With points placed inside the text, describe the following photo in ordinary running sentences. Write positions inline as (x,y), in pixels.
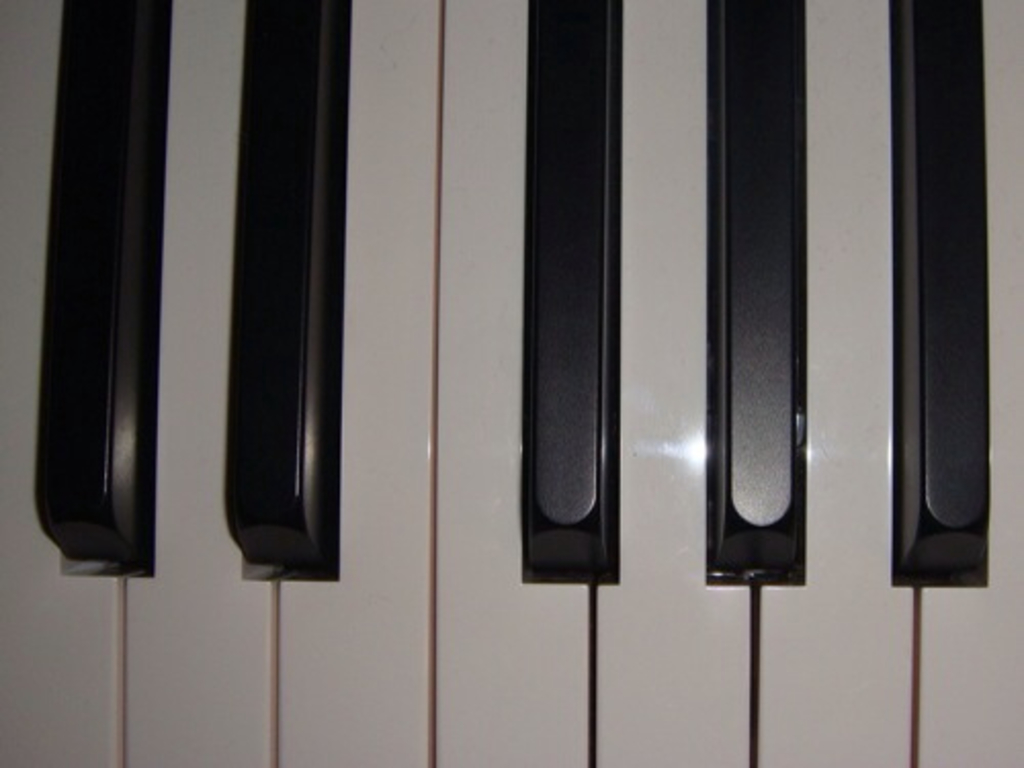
There are keys (378,445) of a piano (861,453), there are total five black keys (894,291) and seven white keys (631,624).
